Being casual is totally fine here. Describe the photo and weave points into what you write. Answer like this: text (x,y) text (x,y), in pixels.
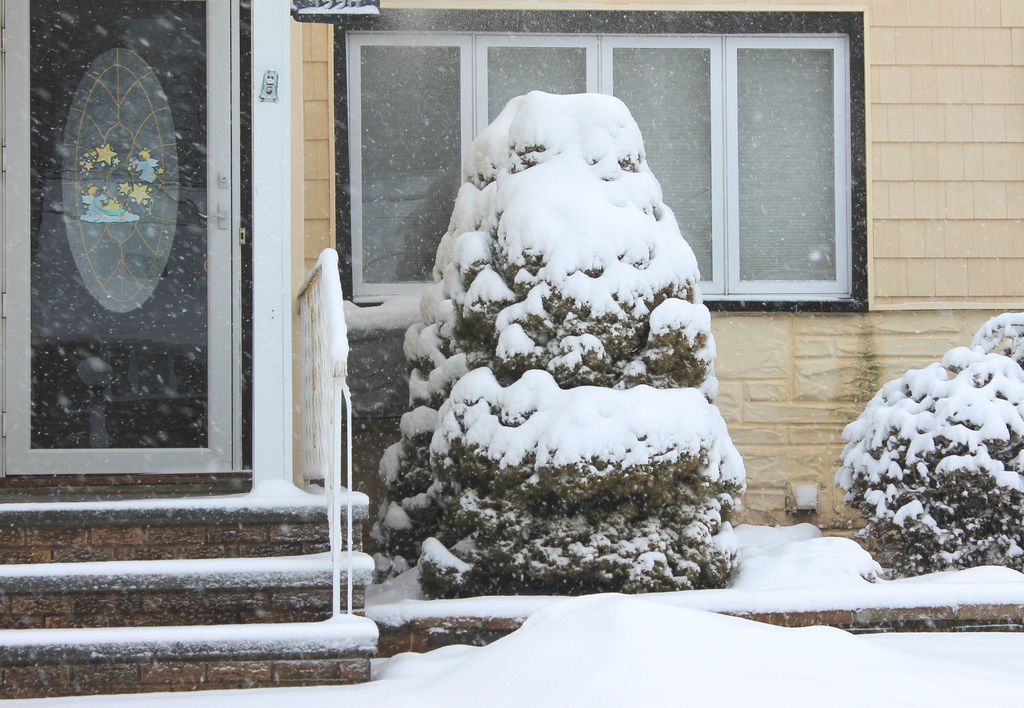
At the left side of the image (218,64) there is a glass door (224,76). In front of the door (131,327) there are steps (169,519) covered with snow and also there is a railing (325,445). At the right side of the image (968,366) there are plants (942,513) covered with snow (529,386). Behind the plants (579,242) there is a wall (826,382) and also there is a window (821,188).
